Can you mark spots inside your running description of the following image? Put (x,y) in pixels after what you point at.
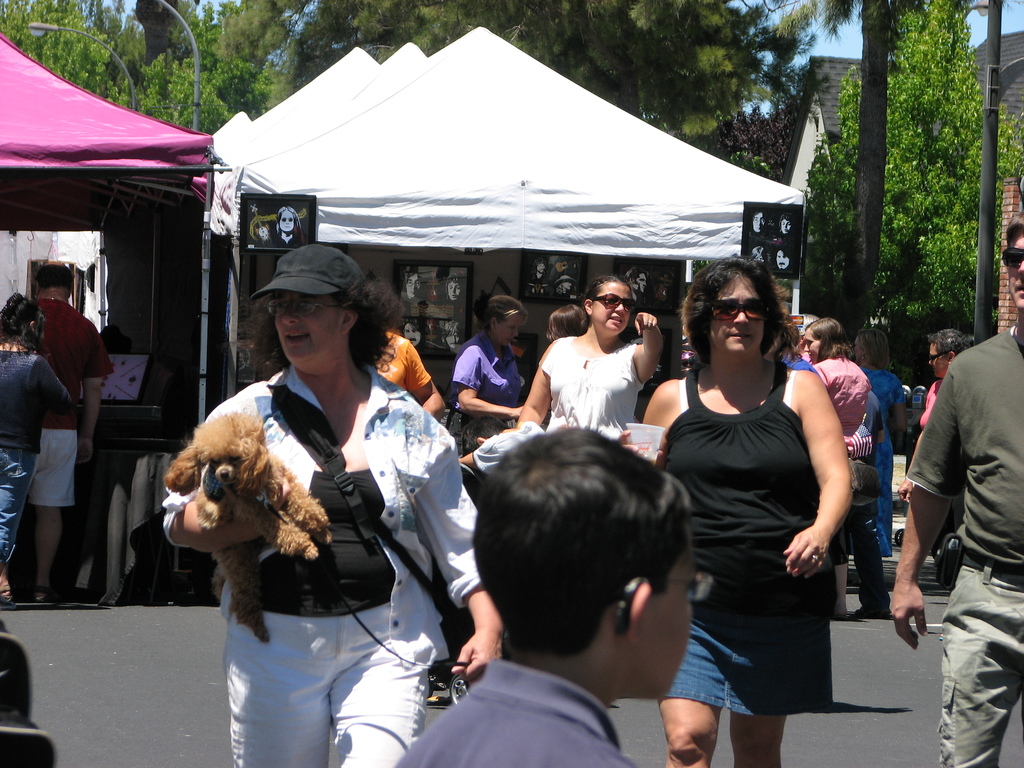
In the picture we can see some women (575,393) are walking, one women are holding a dog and a bag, she is with black cap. In the background (517,147) we can see shops (487,160), trees (113,83), houses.
